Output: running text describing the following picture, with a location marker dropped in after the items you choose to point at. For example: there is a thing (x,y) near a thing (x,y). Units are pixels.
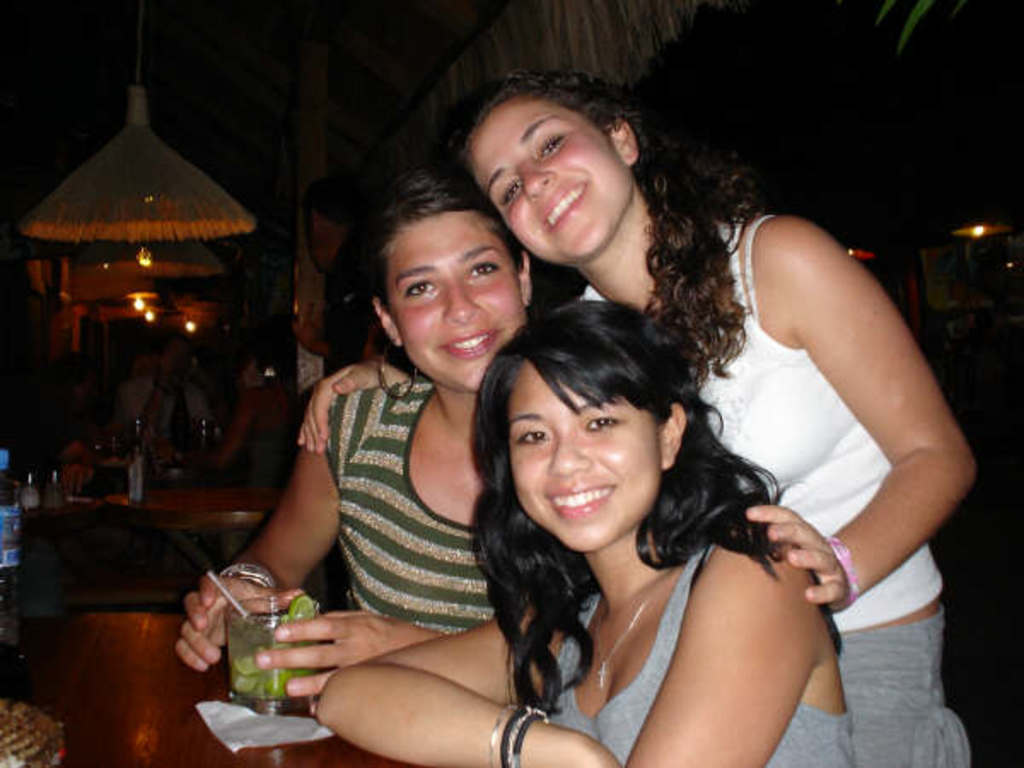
In this image, we can see three women (401,386) are watching and smiling. Here a woman (411,579) is holding a glass (295,674) with liquid (278,676). At the bottom (188,735), there is a wooden table (236,760). On top of that we can see tissue (269,735), bottle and object (27,727). In the background (169,388), we can see people (68,414), lights (170,222), bottles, few objects (217,434) and dark view (1013,154).
